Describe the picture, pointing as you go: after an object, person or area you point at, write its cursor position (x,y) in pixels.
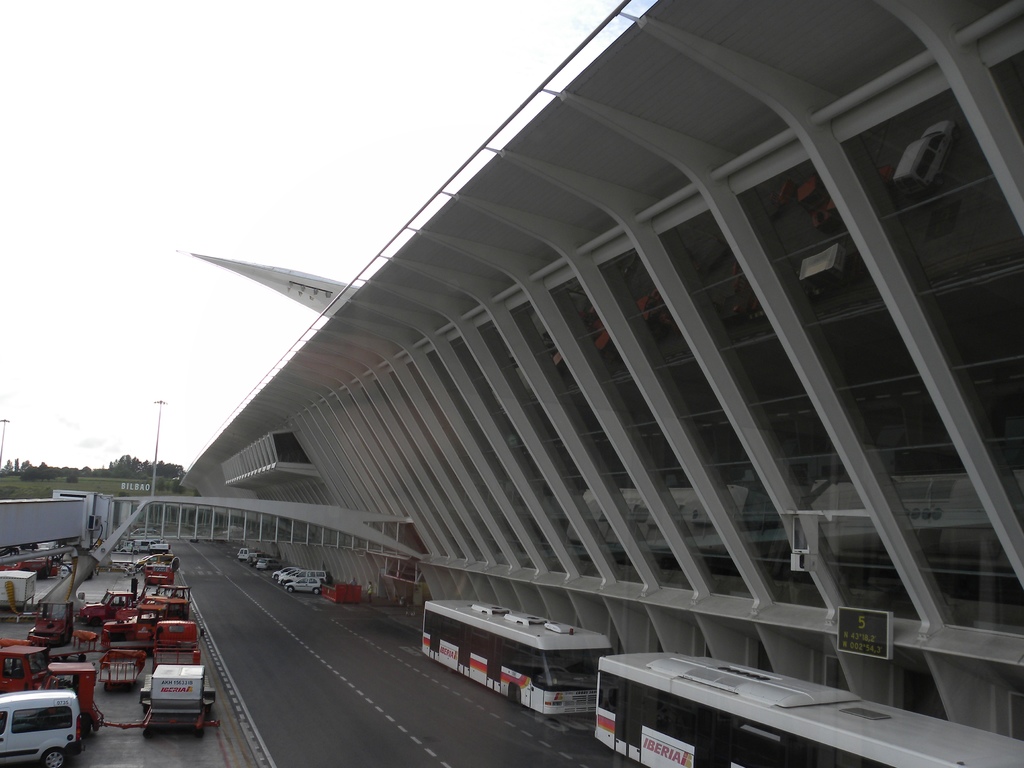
In the image there is road (389,732) in the middle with buses (521,672) and vehicles (303,574) on either side of it, right side (748,461) its a building (491,455) and above its sky (270,135).
